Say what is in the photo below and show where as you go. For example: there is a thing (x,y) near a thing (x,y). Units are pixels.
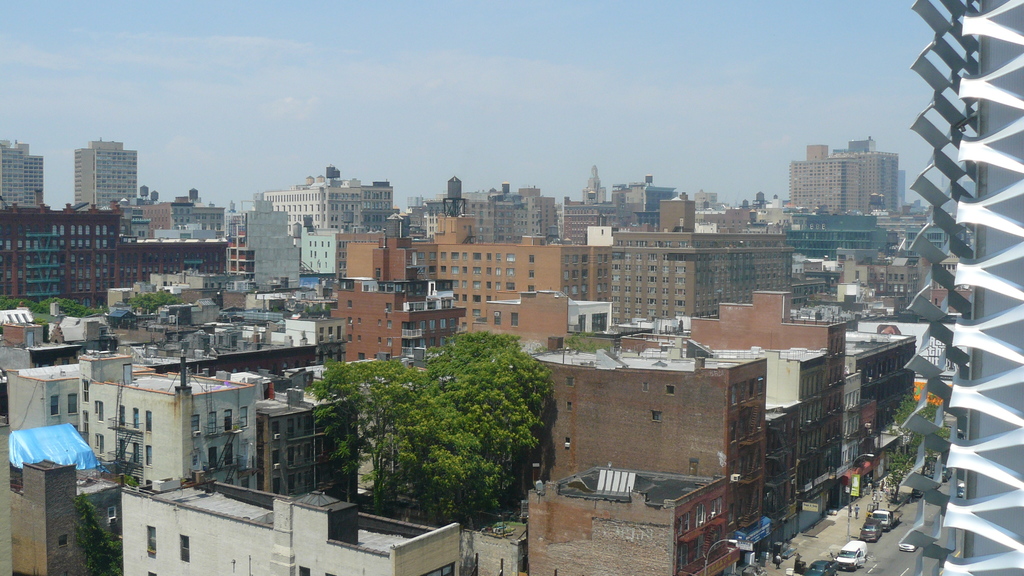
This is the picture of a city (478,222). In this image there are buildings (451,286) and trees (408,401). At the top (567,120) there is sky (535,98) and there are clouds (297,101). At the bottom (850,561) there are vehicles (866,543) and there are group of people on the road (887,570).
